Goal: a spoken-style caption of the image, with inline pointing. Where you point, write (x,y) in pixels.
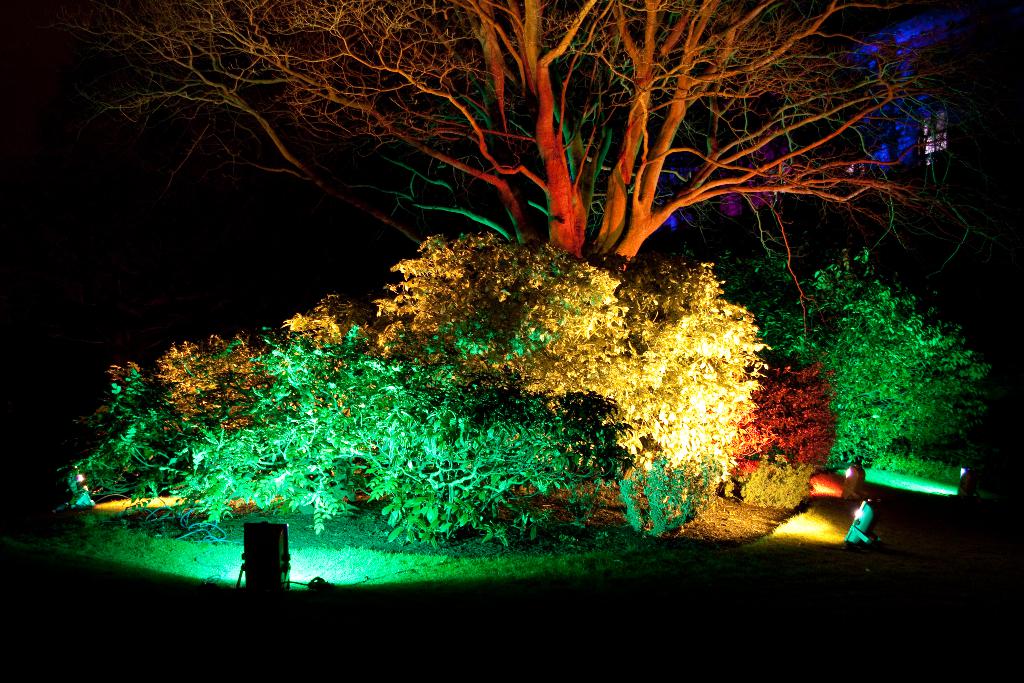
In the image there are plants (391,389) with different colored lights (383,412) on it. Behind the plants (593,281) there is a tree (626,241). In front of the plants (712,359) there are lights (862,540) on the ground (846,527). In the background (915,71) there is a building (922,137).
